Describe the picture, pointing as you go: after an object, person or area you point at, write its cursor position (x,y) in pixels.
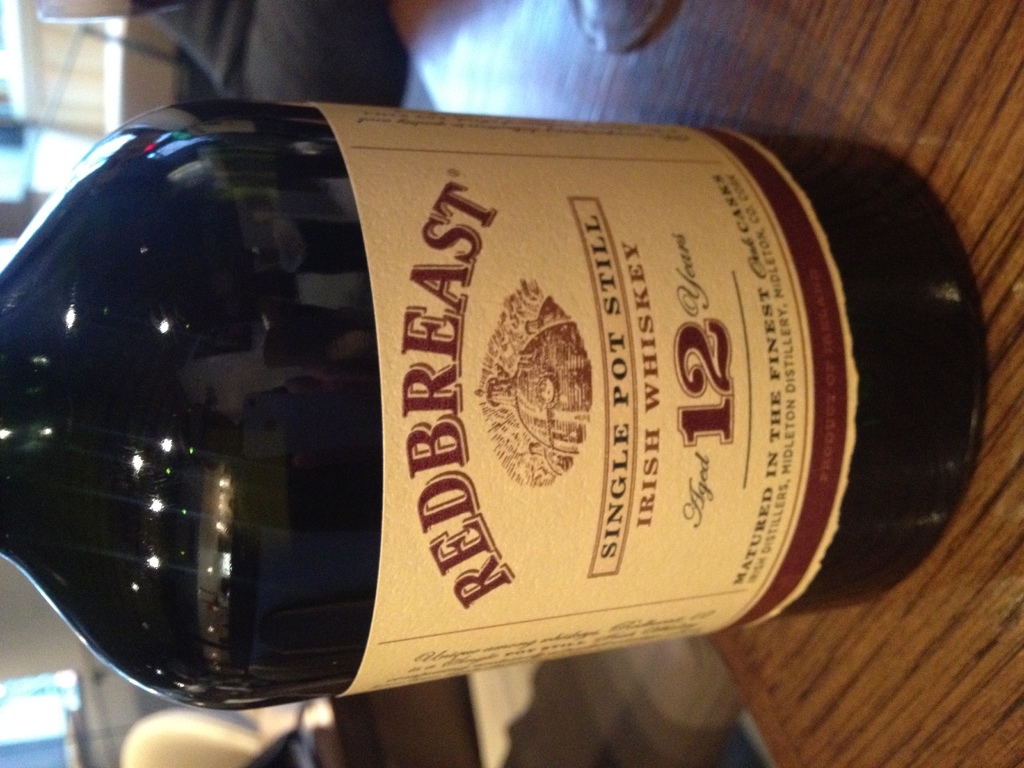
In this picture there is a bottle (545,236) and glass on the table (805,32) and there is text (446,185) on the label (511,171) on the bottle (620,515). At the back (313,50) there is a chair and there is might be person (229,54) behind the table (442,33) and there are windows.
